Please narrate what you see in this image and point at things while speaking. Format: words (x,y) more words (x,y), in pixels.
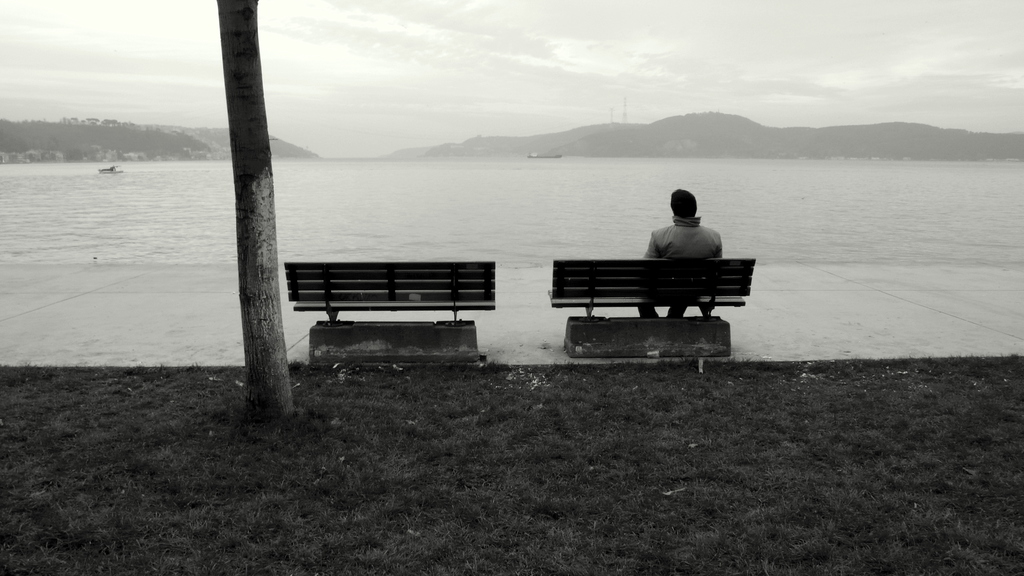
This picture is clicked outside the city. In front of the picture, we see grass (732,495) and behind that, we see two benches (560,276). On one of the bench (653,288), we see man (674,243) sitting on it and in front of him, we see water (664,171). It might be a river (196,198) or an ocean (327,219). Behind that, we see hill (668,126). On top of the picture (526,109) we see sky (283,87).
